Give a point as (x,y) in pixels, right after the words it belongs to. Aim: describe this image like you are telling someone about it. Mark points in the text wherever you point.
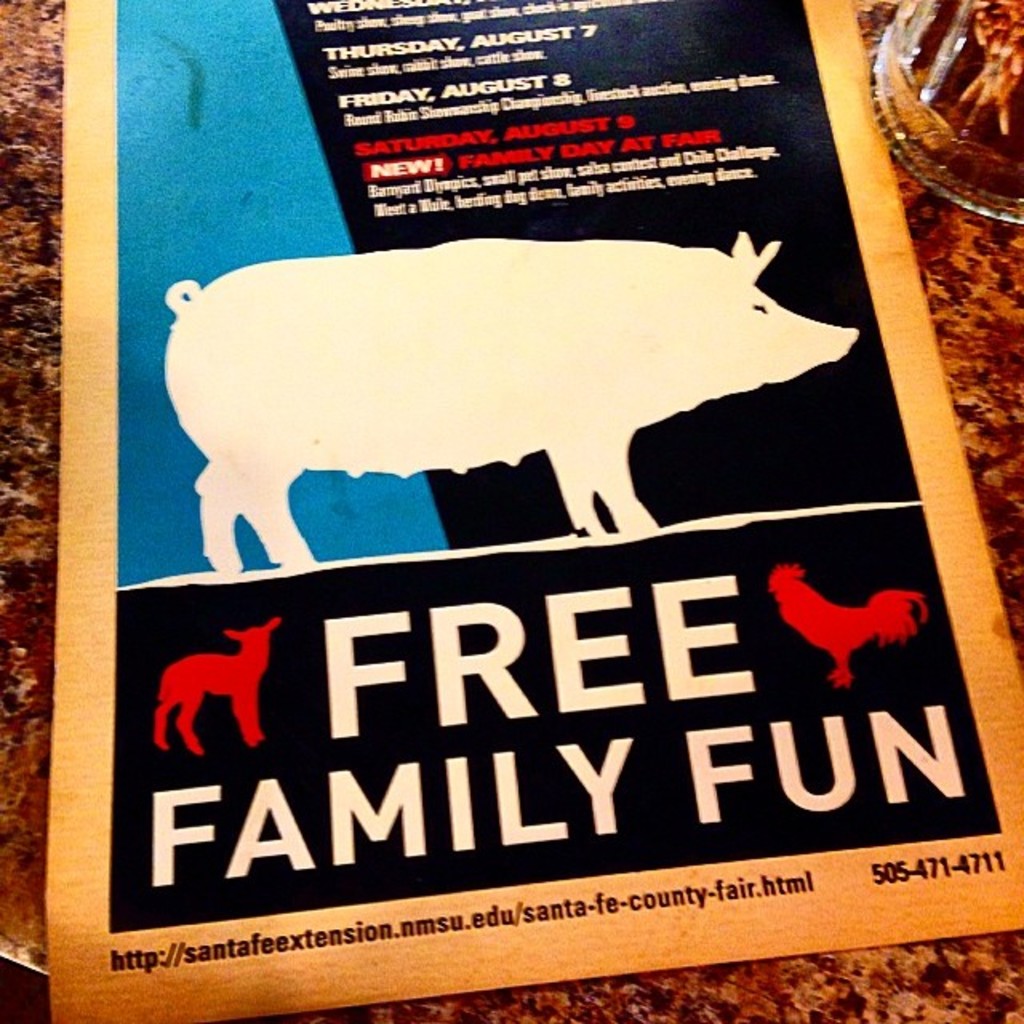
In this image I can see a card (504,714), on the card (86,635) I can see an animal (608,364) standing and I can see something written on the card (834,413) and it is on the brown color surface (807,986).
